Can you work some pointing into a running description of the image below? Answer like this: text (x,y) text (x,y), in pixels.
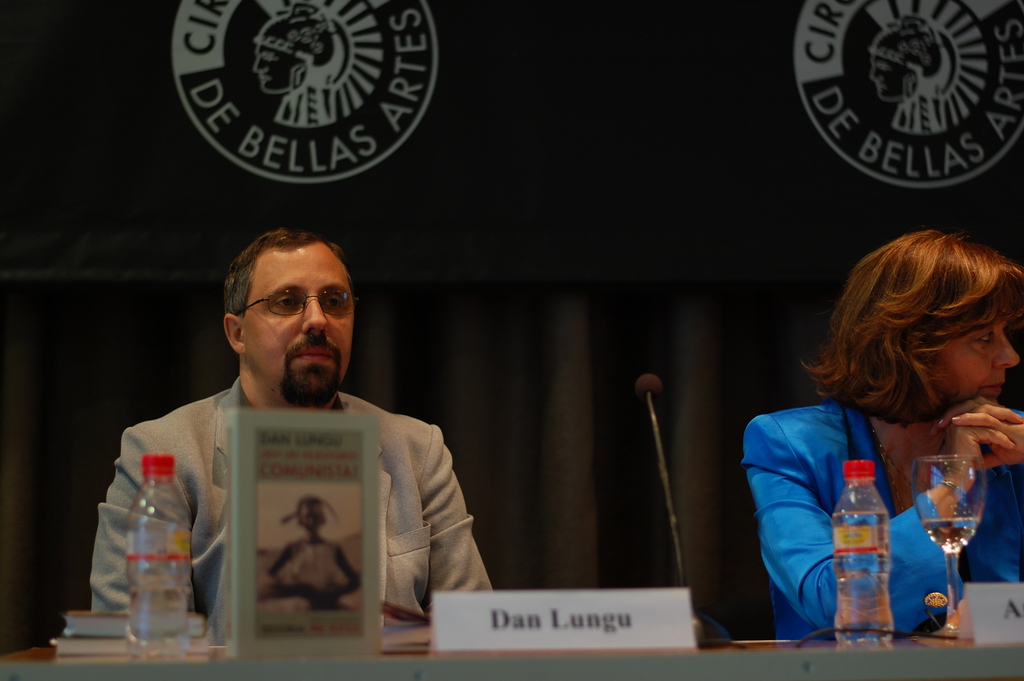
In this image we can see two people (447,550) sitting and there is a table (452,673) in front of them on the table (174,673) there are books (93,634), bottles (157,606), a mic (712,626), a glass (949,610) and a curtain (647,515) with logos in the background (503,76).
